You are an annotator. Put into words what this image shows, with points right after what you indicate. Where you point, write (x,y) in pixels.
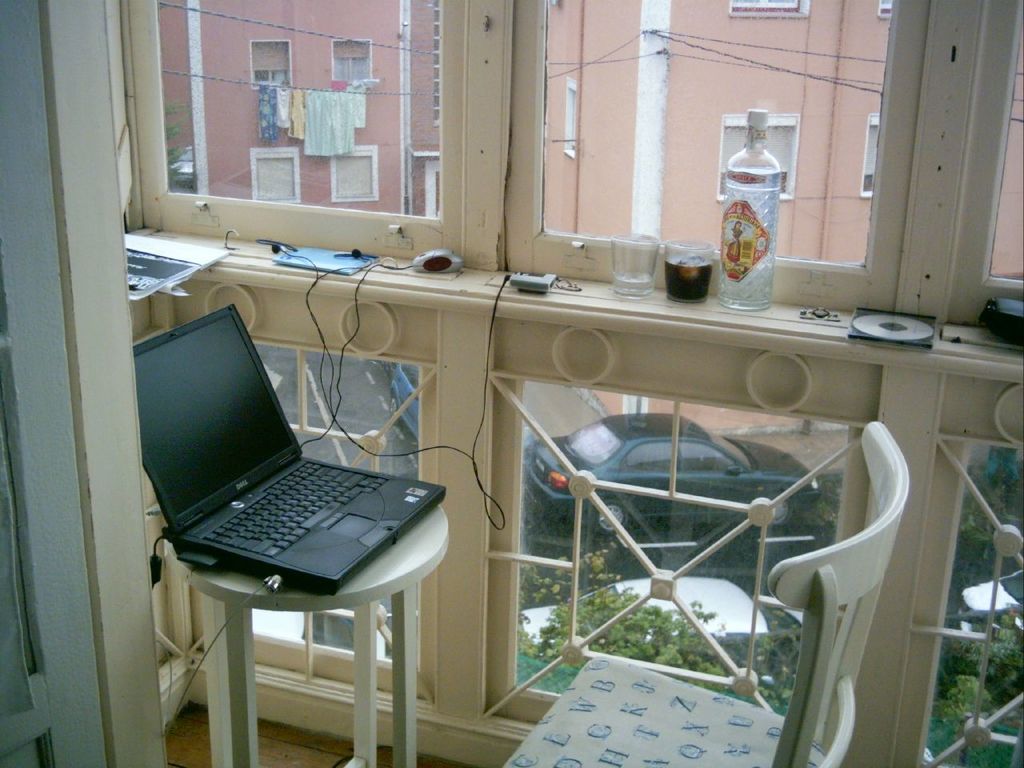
In the image we can see there is a table (352,598) on which there is a laptop (367,548) and there is a cd drive (866,329), wine bottle (750,294) and glass (679,282) in which there is a wine (673,282) and there is a chair (855,629) which is in white colour. On the road (627,568) there is a car (688,484) which are parked and there is a building (810,115) on the opposite side.
